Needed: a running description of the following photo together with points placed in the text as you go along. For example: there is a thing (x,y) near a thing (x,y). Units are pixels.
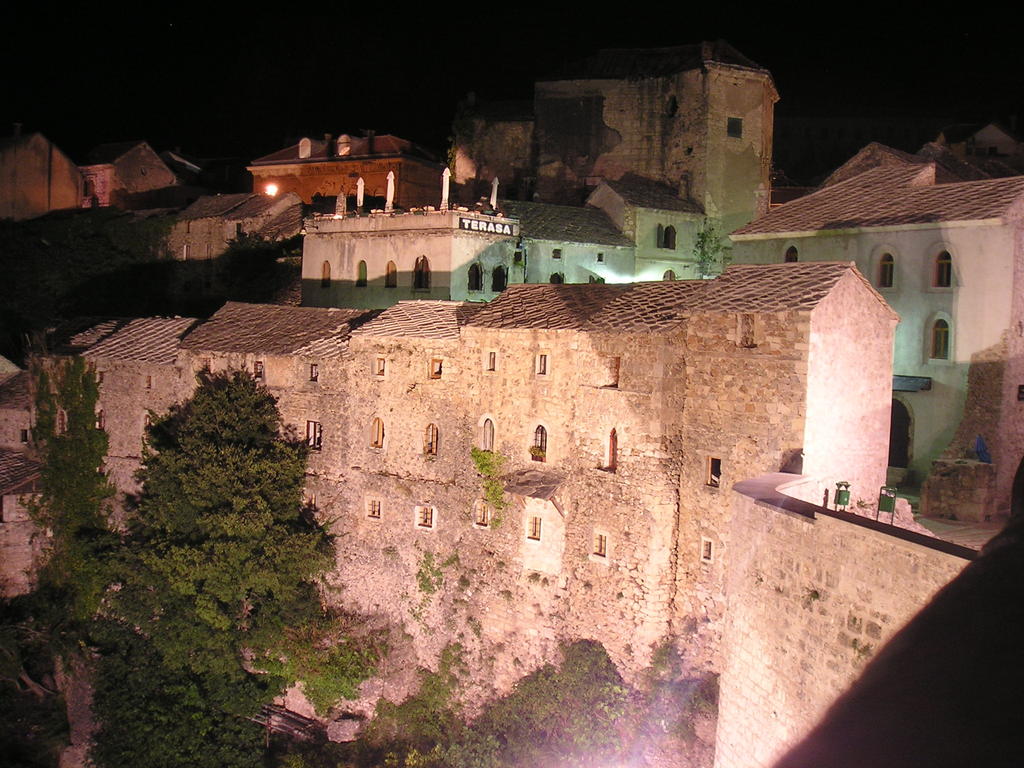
In this picture we can see trees (266,502), buildings (664,392) with windows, some objects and in the background (447,43) it is dark.
